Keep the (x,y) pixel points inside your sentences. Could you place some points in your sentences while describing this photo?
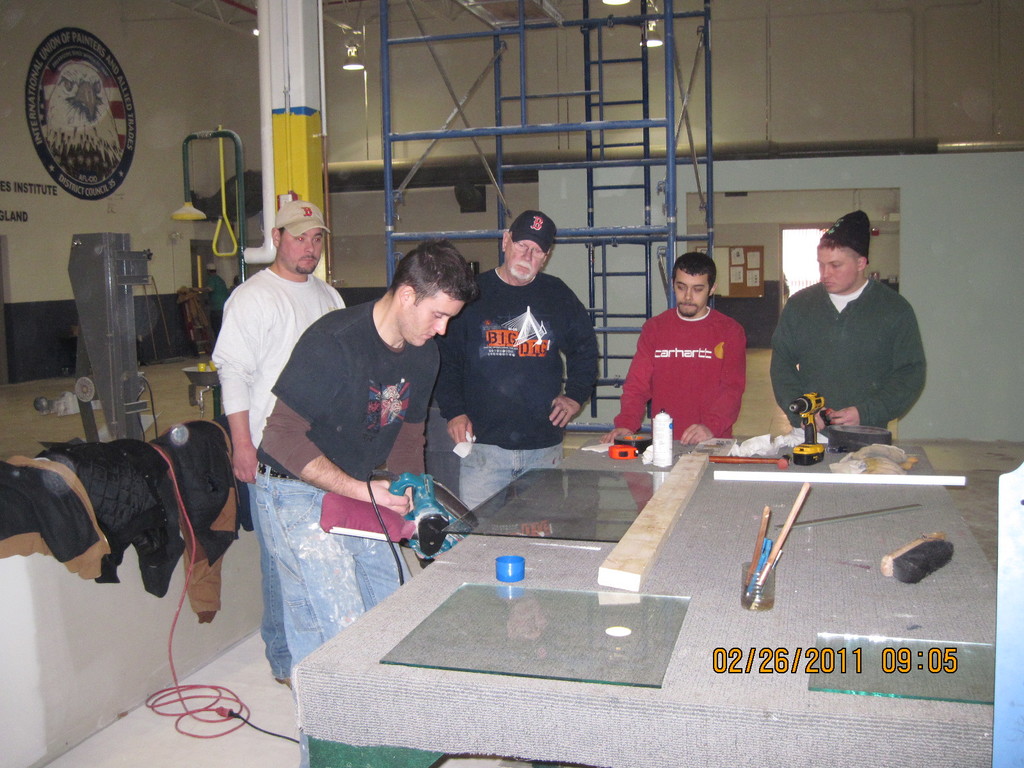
In this image we can see five members (372,329) standing on the floor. In front (418,361) the man (361,564) is using a machine (437,543) to cut a glass (543,514). On the table (553,577) there is a glass (547,499), wood (642,546) and a holder (756,582). At the back ground (211,130) we can see a rods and a light (349,62) at the top (361,65) and there are jackets (118,467) on the wall (79,628).
